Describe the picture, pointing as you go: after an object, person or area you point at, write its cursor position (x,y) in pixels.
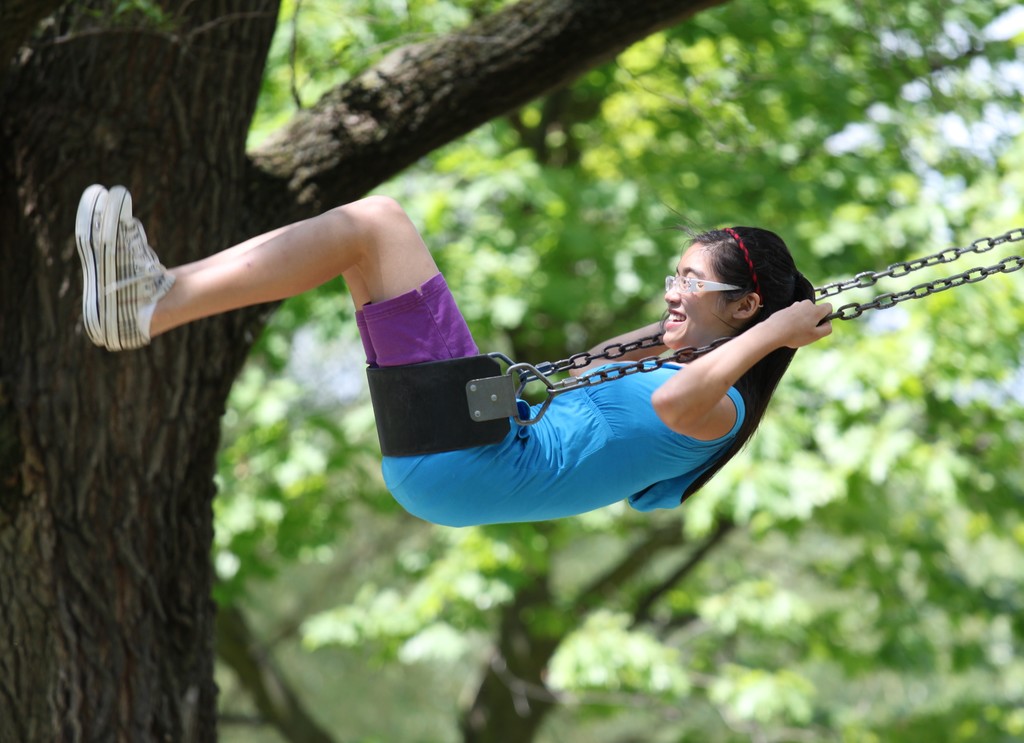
In this image there is a girl (443,483) who is sitting on the swing (402,452). On the left side (113,480) there is a tree (163,477). In the background (494,543) there are trees (770,596) with green leaves (929,472).
